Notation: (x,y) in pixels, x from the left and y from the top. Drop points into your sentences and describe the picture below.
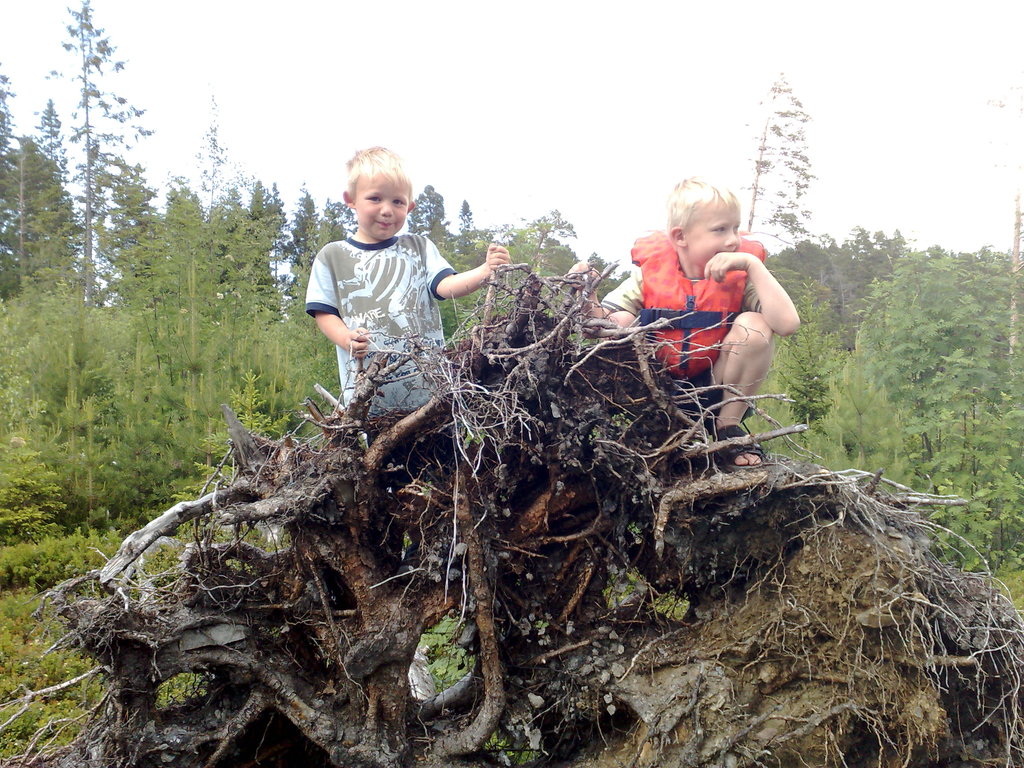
In this image we can see this child (385,360) wearing white t-shirt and this child (675,341) wearing life jacket (687,339) on the tree trunk (624,502). In the background (1008,417), we can see trees (37,239) and the sky (452,166).
